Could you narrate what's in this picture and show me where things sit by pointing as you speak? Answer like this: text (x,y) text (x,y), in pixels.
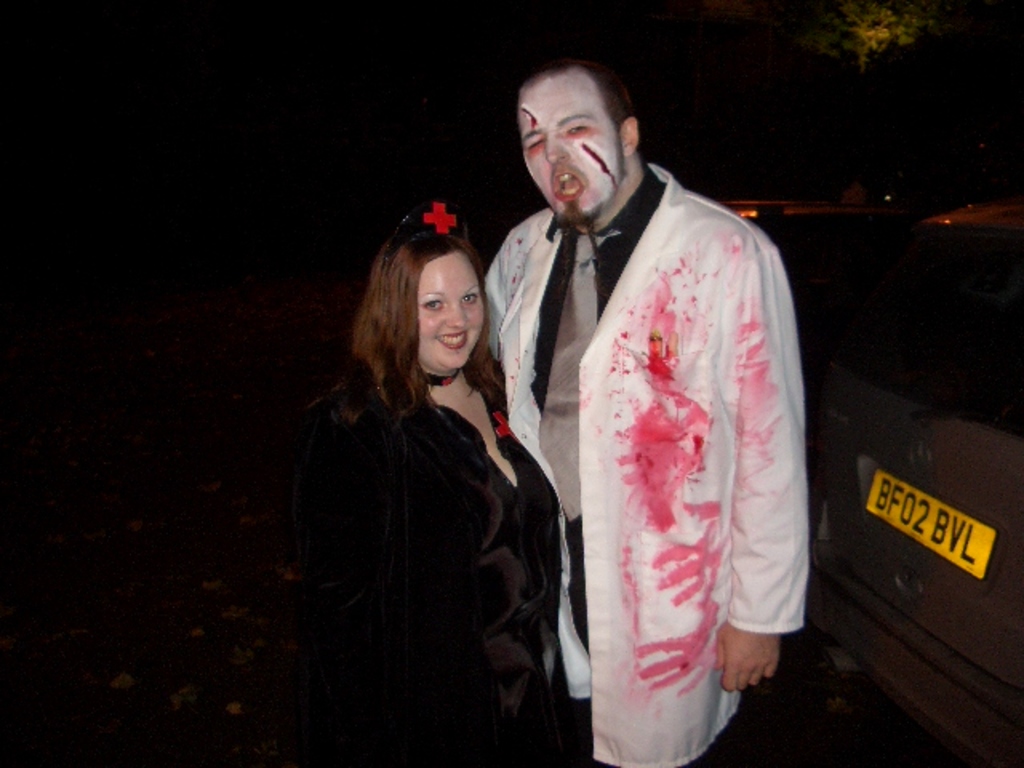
There is a person (556,101) in white color shirt (727,308), snarling and standing near a woman (445,244) who is in black color dress (416,618), smiling and standing and near a vehicle (922,413). Which is on the road (914,729). And the background (897,134) is dark in color.
